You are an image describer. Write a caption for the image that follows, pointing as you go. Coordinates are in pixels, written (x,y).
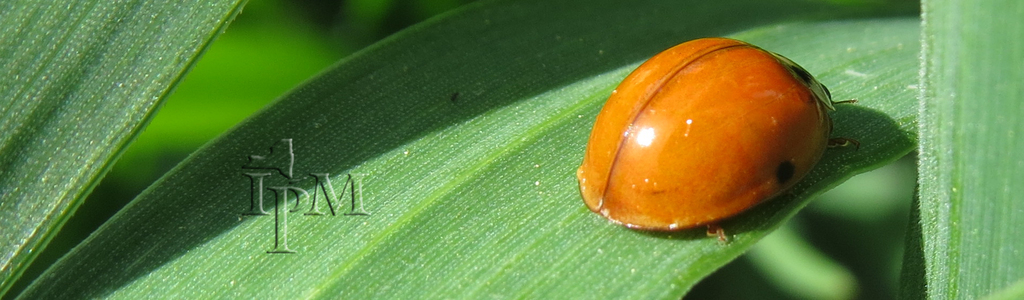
In this image I can see an insect (691,143) on the leaf (866,19) and the insect (687,190) is in orange color. In the background (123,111) I can see few leaves (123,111) in green color.
